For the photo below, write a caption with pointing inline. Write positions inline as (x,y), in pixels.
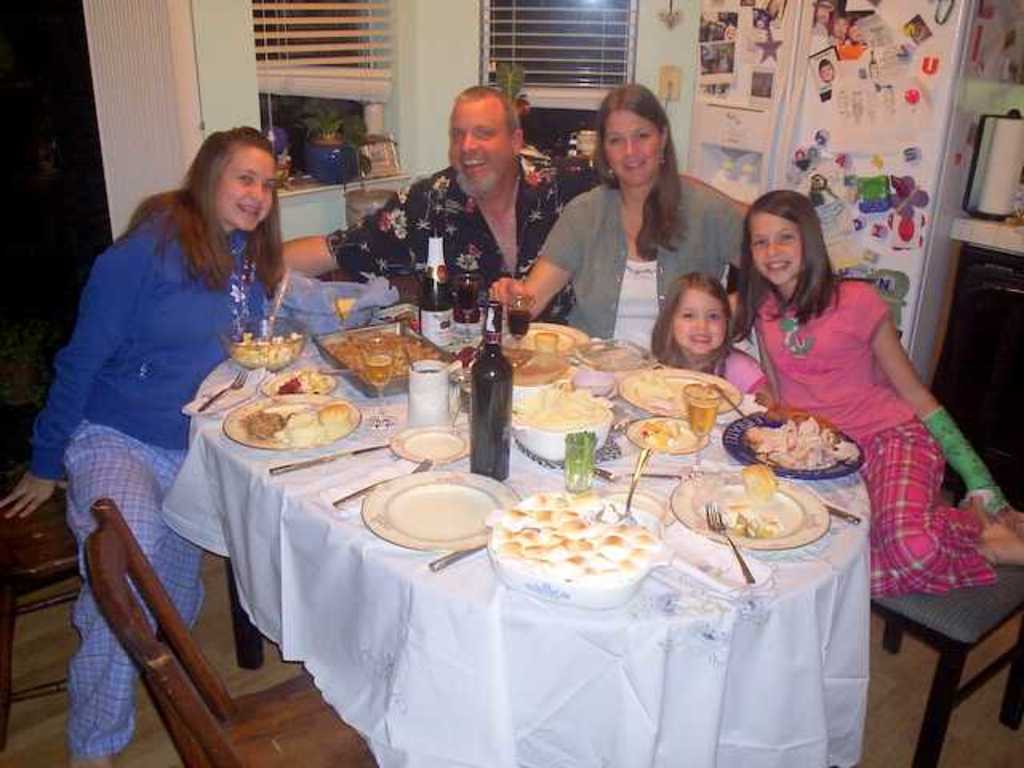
In the image there is a man (494,162), two women (706,244) and two kids (816,379) sat on chairs (943,602) around dining table (672,562) with food (536,519), plates (421,438), spoons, wine bottles (481,423) and on right side (803,150) corner there is refrigerator (822,122) and there are two windows (361,86) on back side of the man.
